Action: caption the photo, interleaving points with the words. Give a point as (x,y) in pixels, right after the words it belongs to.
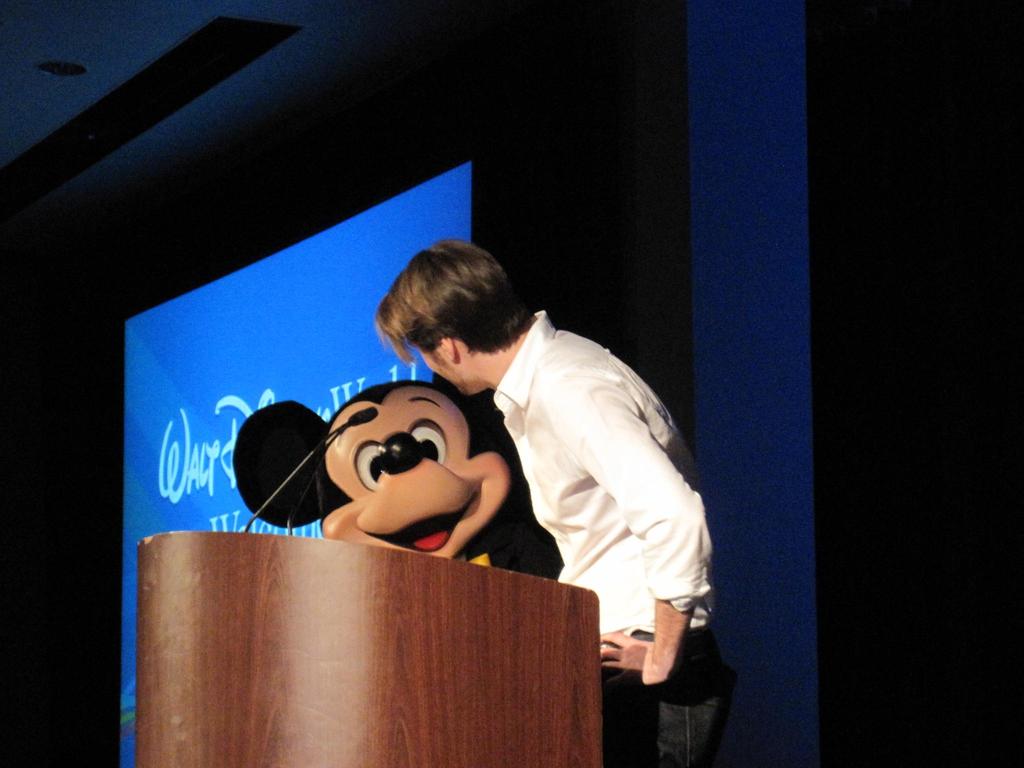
In this image I can see a person (638,523) wearing white and black colored dress (633,504) is standing in front of a podium (426,649) which is brown in color. I can see a microphone (336,437) and a mickey mouse doll (469,484). In the background (167,42) I can see the projection screen (245,356), the ceiling (179,32) and the pillar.
